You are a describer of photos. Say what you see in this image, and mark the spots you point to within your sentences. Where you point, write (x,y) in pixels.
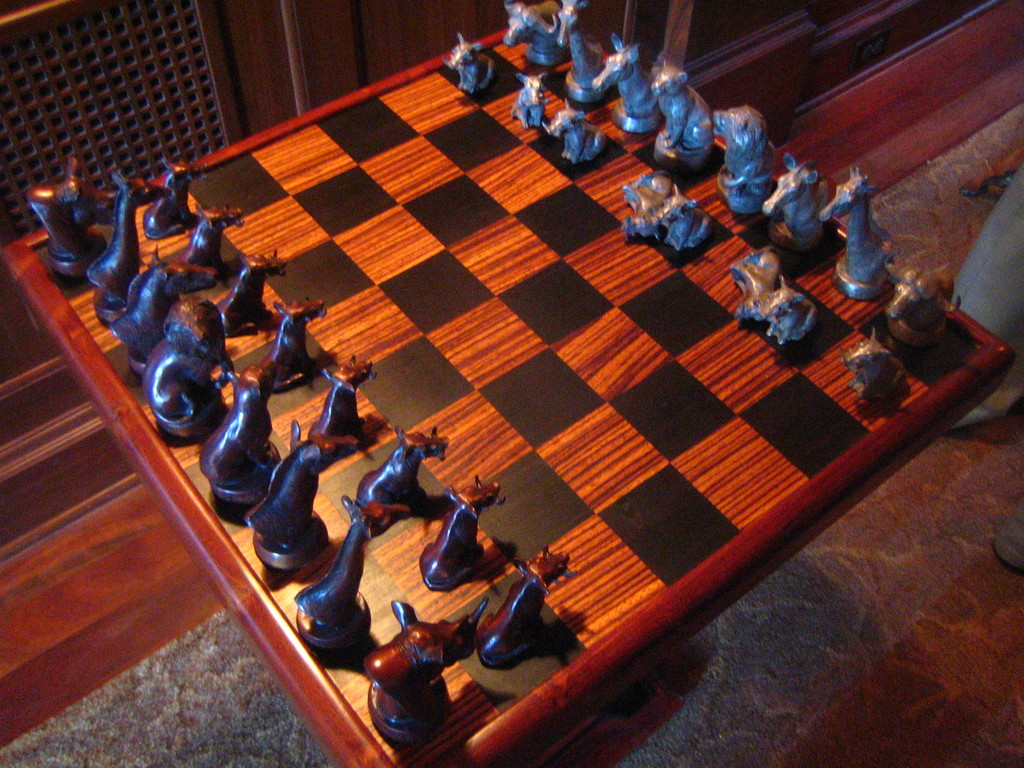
In this image we can see a chess board (325,360) and chess pieces (234,283) on it and the background (260,76) it looks like a wall (278,73).
